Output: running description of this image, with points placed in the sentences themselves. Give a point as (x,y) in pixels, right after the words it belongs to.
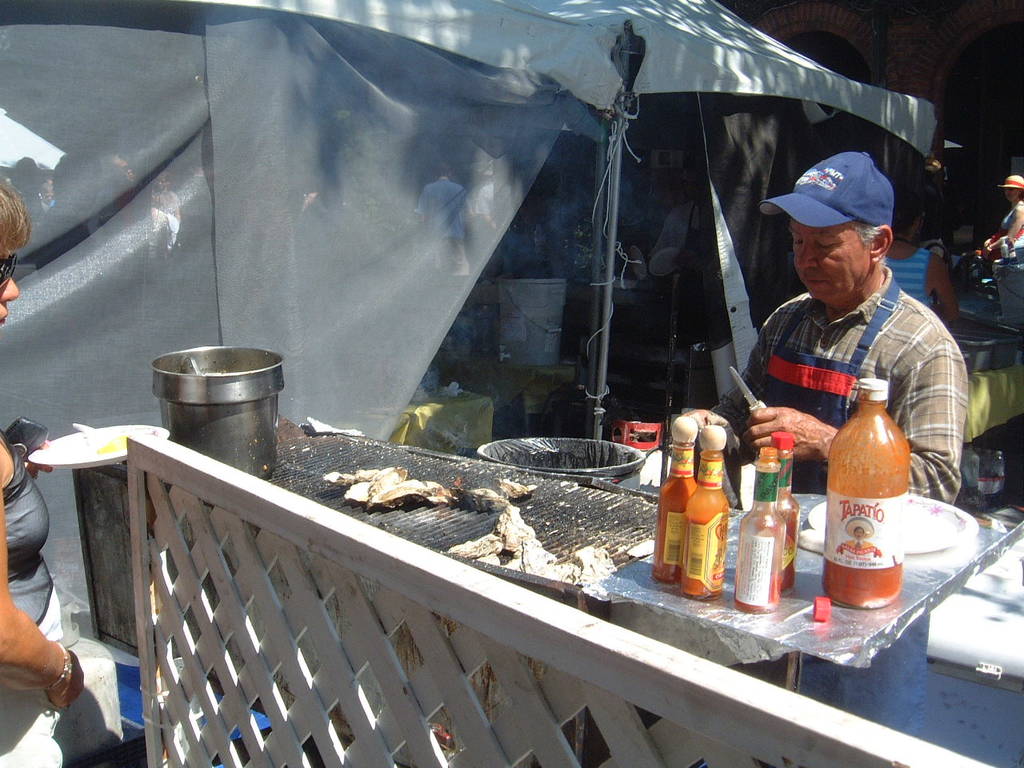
In this picture we can see bottles (749,549), bowl (171,358), plates (916,523), bucket (549,287), tent (413,15), poles (596,277), caps (846,198), goggles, table (764,623) and some objects (310,612) and some people (26,562) and in the background (976,226) we can see arches (914,70).
